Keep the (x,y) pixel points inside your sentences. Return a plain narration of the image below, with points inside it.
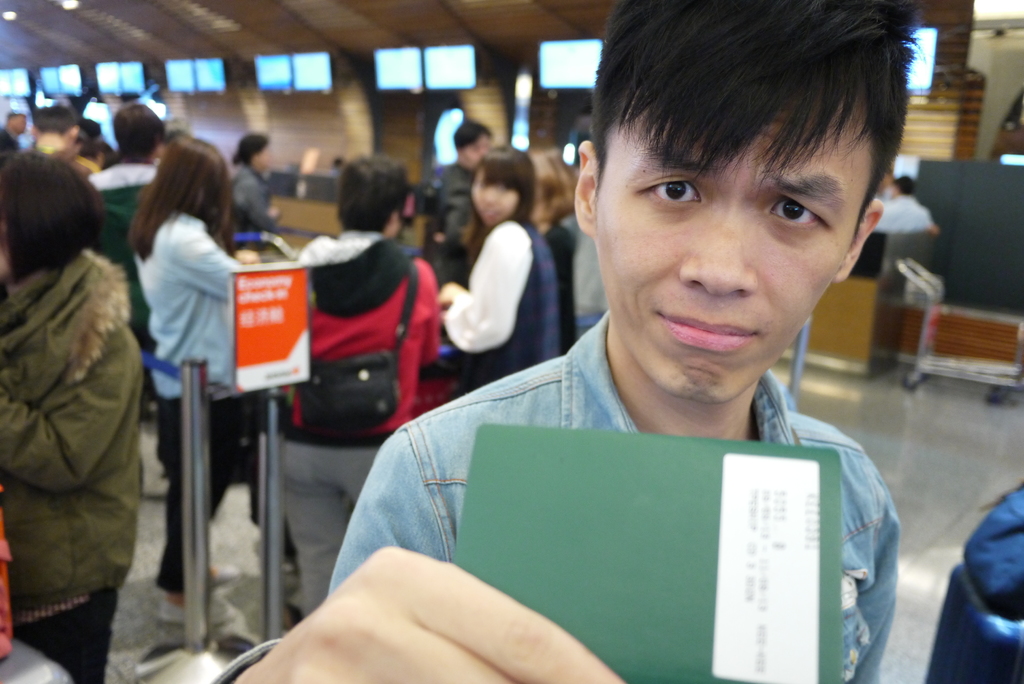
Here I can see a man (433,561) holding a card (628,610) in hand (414,614) and looking at the picture. On the left side (102,293) there are few people (53,255) standing on the floor (154,608) and also I can see few metal stands (208,585). In the background (212,81) there are few monitors (263,81) attached to the wall (242,128). At the top (11,16) there are few lights (71,0).
